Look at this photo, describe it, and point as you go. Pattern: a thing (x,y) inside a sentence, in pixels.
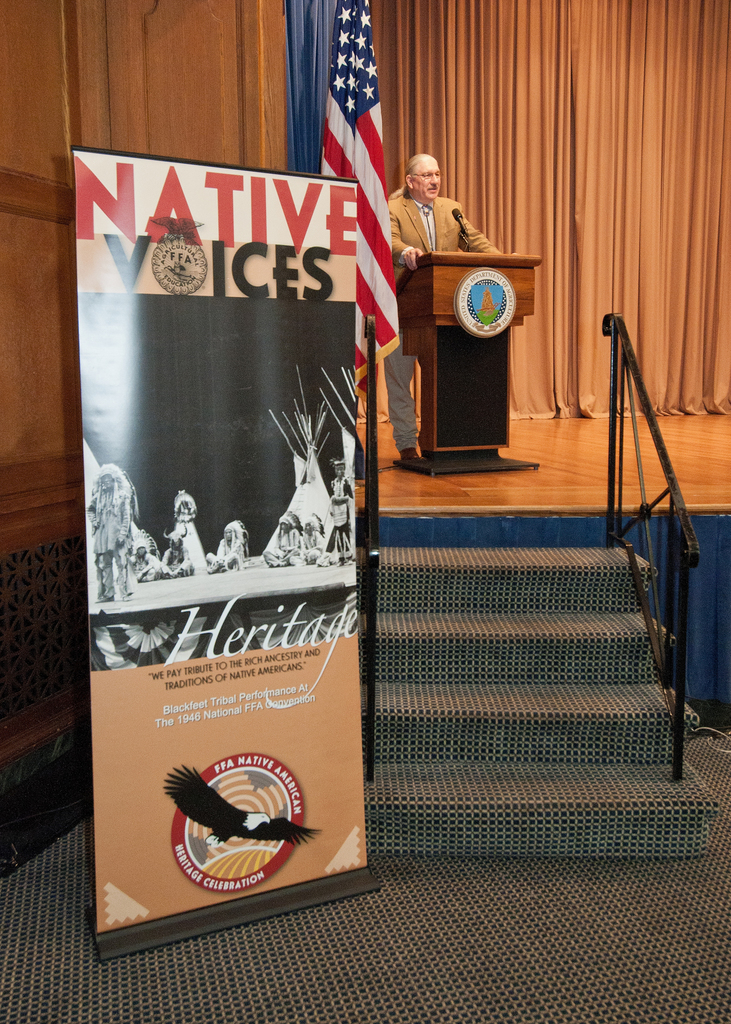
In this image I can see a man (407,243) is standing in front of the podium (465,304) which is placed on the stage (471,496). On the podium (471,263) I can see a microphone (462,232) is attached. In front of the stage (561,498) there are some stairs (555,590) and railing (621,497). In the background (605,89), I can see a curtain (545,110) and also a flag (363,105). On the left side (201,715), I can see a banner (211,481) which is placed on the floor (224,943). On this I can see some text (254,208).
